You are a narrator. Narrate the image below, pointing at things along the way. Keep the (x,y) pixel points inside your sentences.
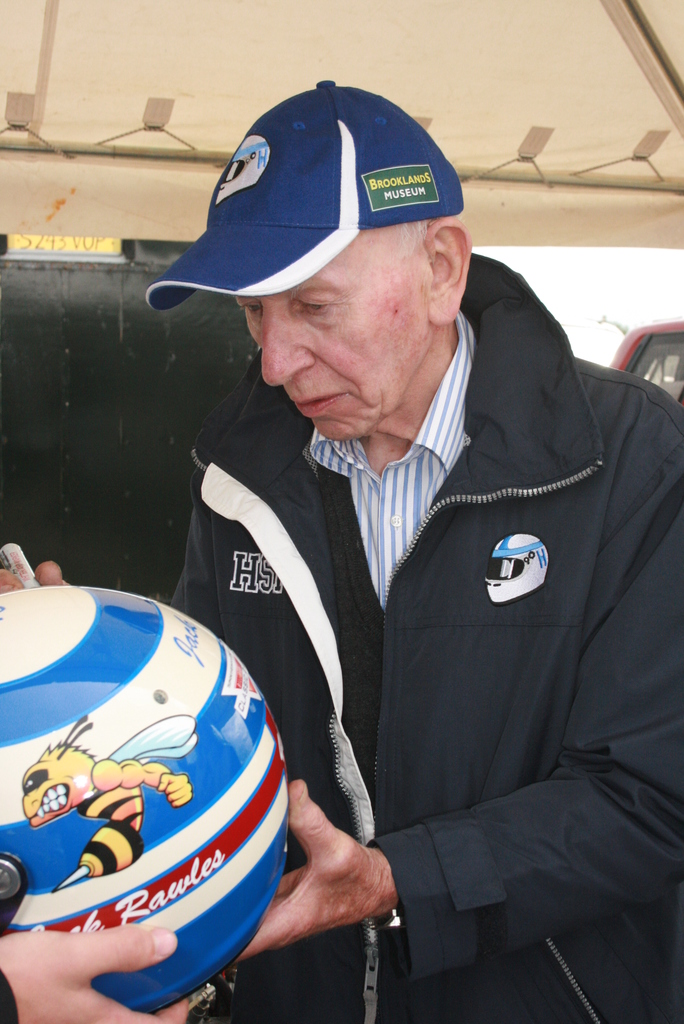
In this image we can see a person (440,702) holding an object (245,787). In the bottom left (73,977) we can see a hand (66,994) of a person (57,1003). Behind the person (639,390) we can see a black object (192,385). At the top (210,56) we can see a white cloth (228,52). On the right side (647,323), we can see a vehicle (647,356).
